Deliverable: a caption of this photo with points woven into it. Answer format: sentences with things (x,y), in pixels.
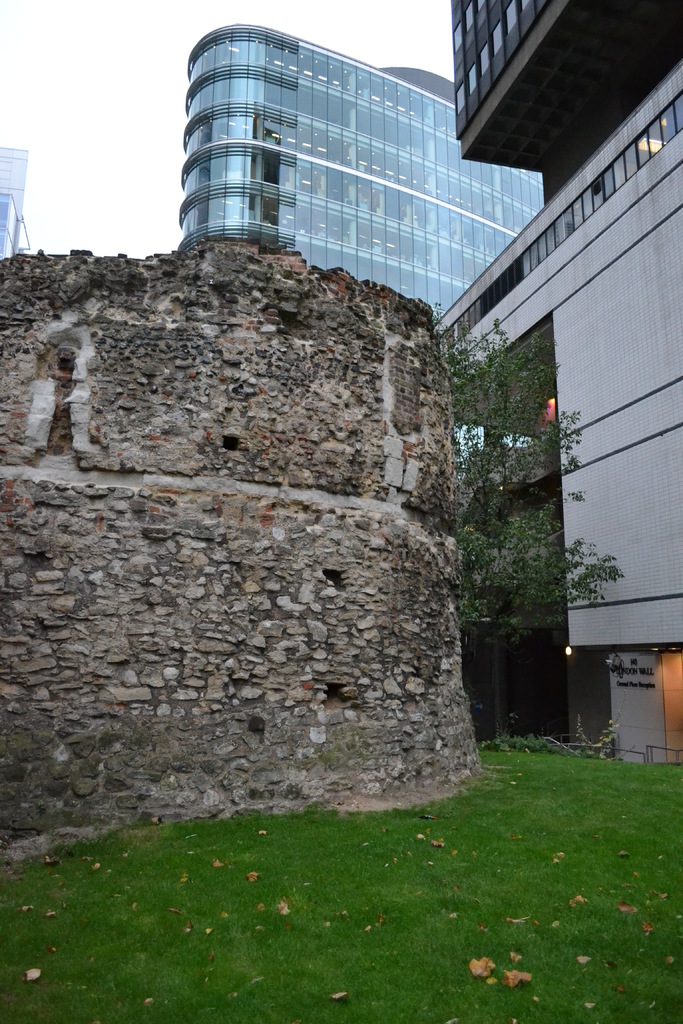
In this image there is a grassland (486,871), in the background (17,460) there is a wall (336,314), buildings (575,397) and a tree (493,510).
